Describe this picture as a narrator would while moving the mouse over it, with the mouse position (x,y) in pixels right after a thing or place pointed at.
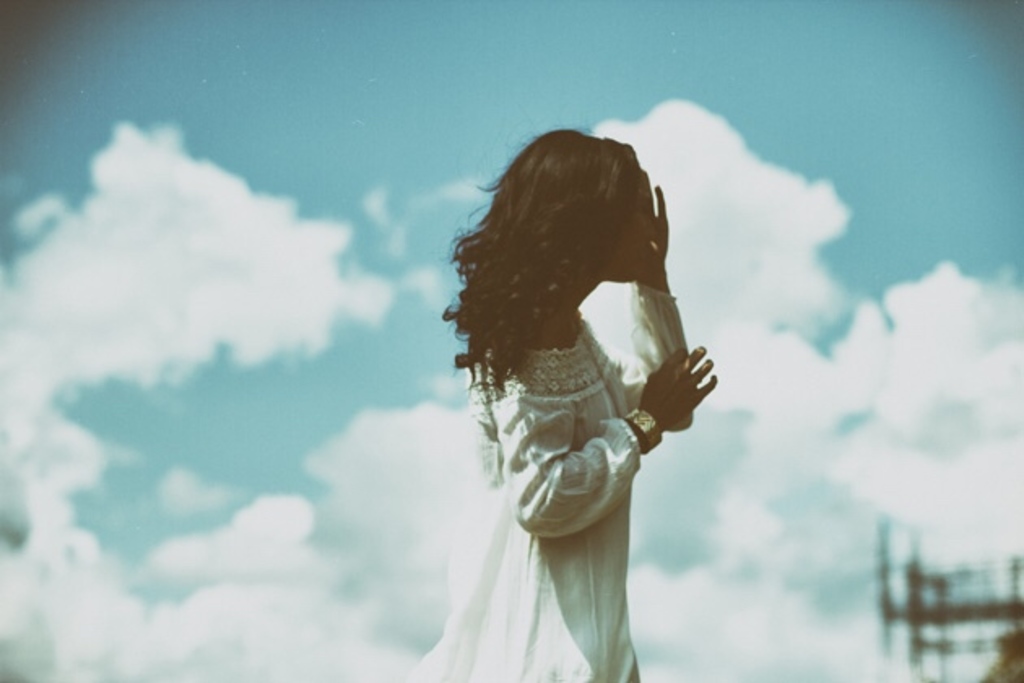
There is a lady (492,508) wearing white dress (550,537) and a bangle (645,419). In the background (263,207) there is sky (843,397) with clouds (819,405).
